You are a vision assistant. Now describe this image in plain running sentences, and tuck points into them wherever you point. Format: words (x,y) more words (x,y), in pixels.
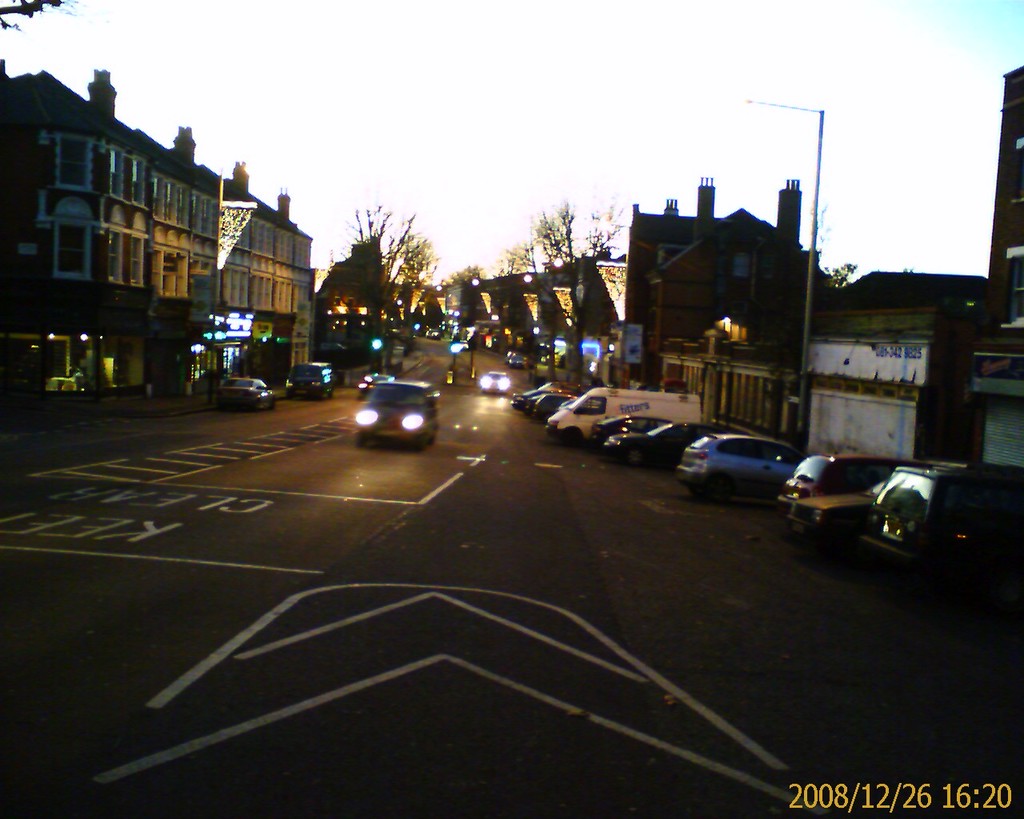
In this image I can see few buildings (287,212), windows (78,154), trees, lights (475,285) and few vehicles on the road (282,494). The sky (433,101) is in blue and white color.
